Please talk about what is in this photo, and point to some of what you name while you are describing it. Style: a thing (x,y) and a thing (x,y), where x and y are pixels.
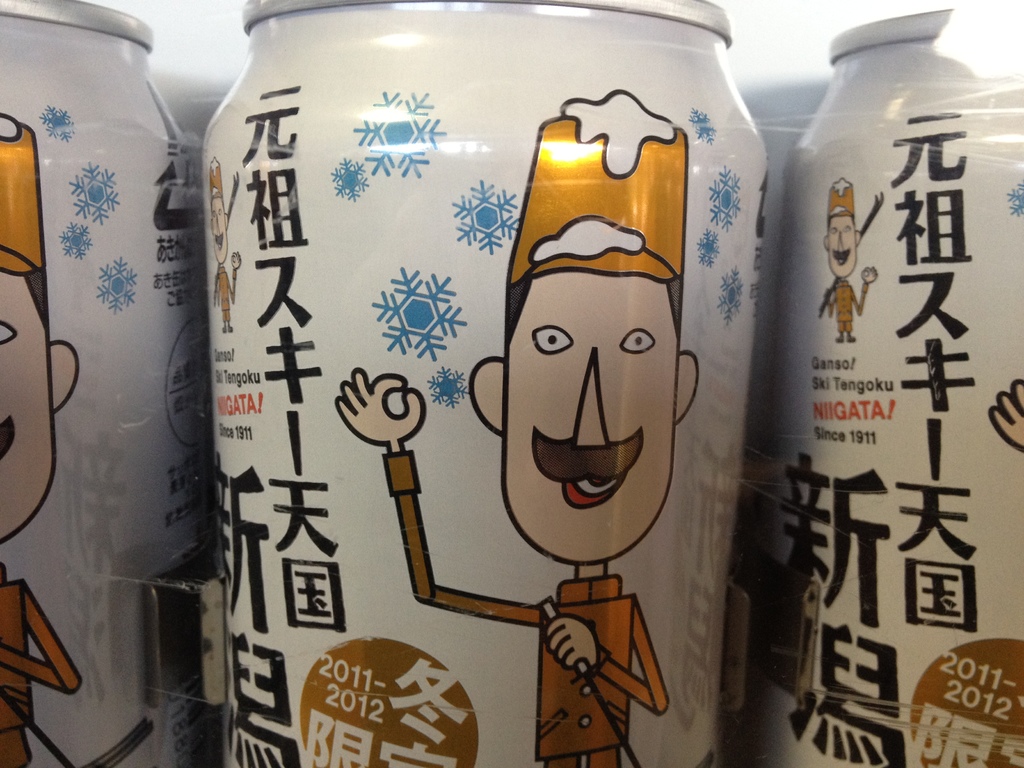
This image consists of tins (379,609) in white color. On which there is a picture (557,723) of a man (526,614) and text (848,531).
